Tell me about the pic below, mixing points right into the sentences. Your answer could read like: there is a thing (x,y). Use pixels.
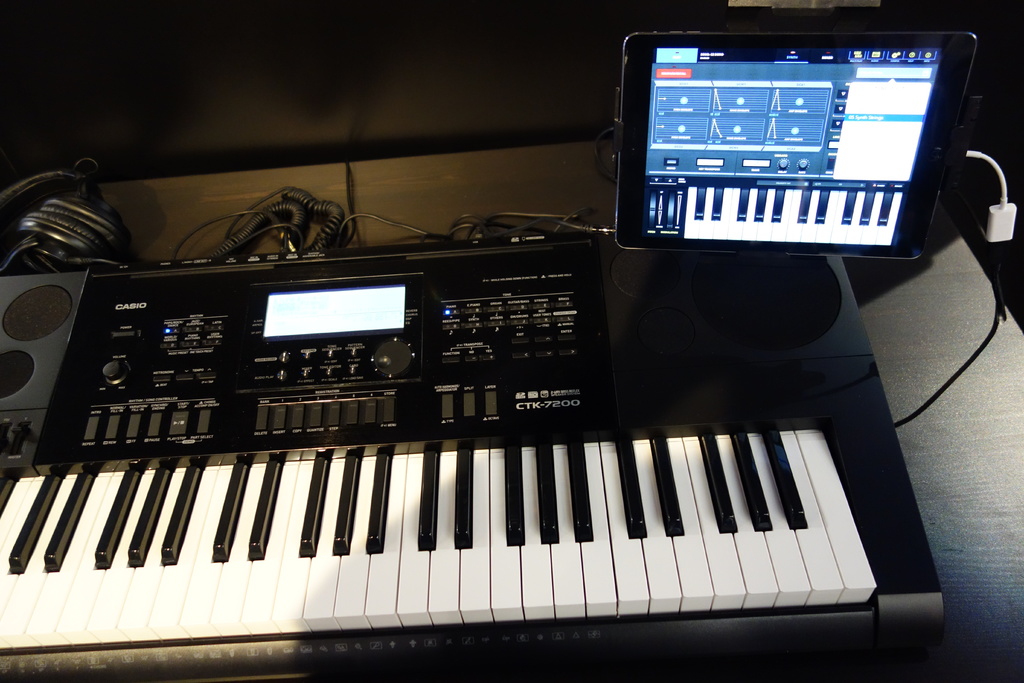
In this image I can see a piano (422,462), a screen (728,222) on the table (951,531).
